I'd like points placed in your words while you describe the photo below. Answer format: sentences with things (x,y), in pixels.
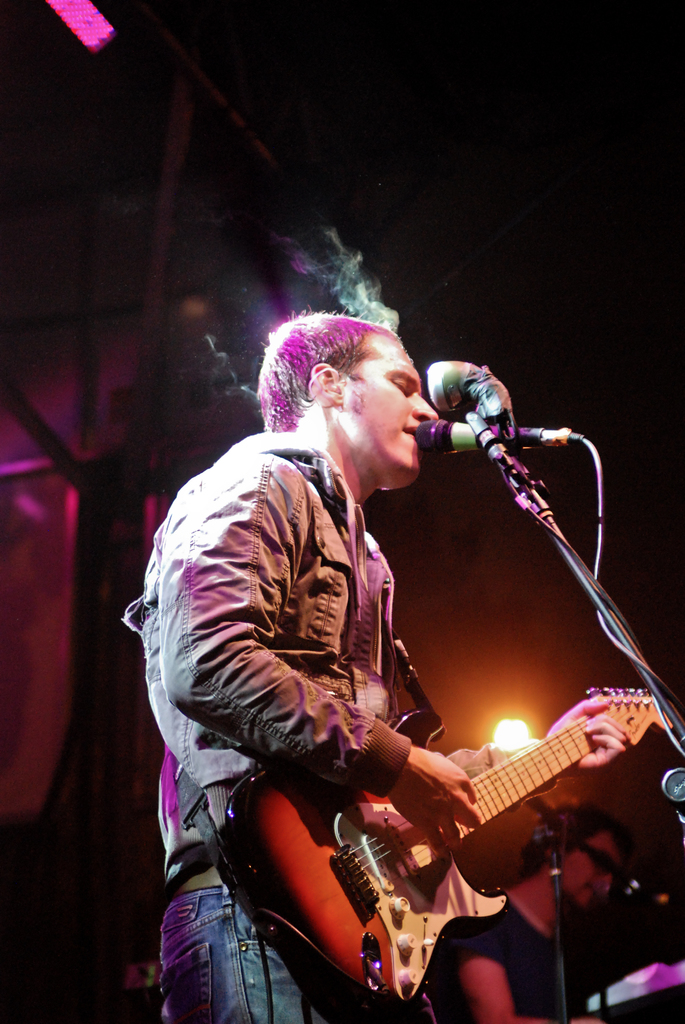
This picture shows a man (224,556) is playing guitar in front of microphone (520,434), in the background (513,728) we can see light (525,728).
